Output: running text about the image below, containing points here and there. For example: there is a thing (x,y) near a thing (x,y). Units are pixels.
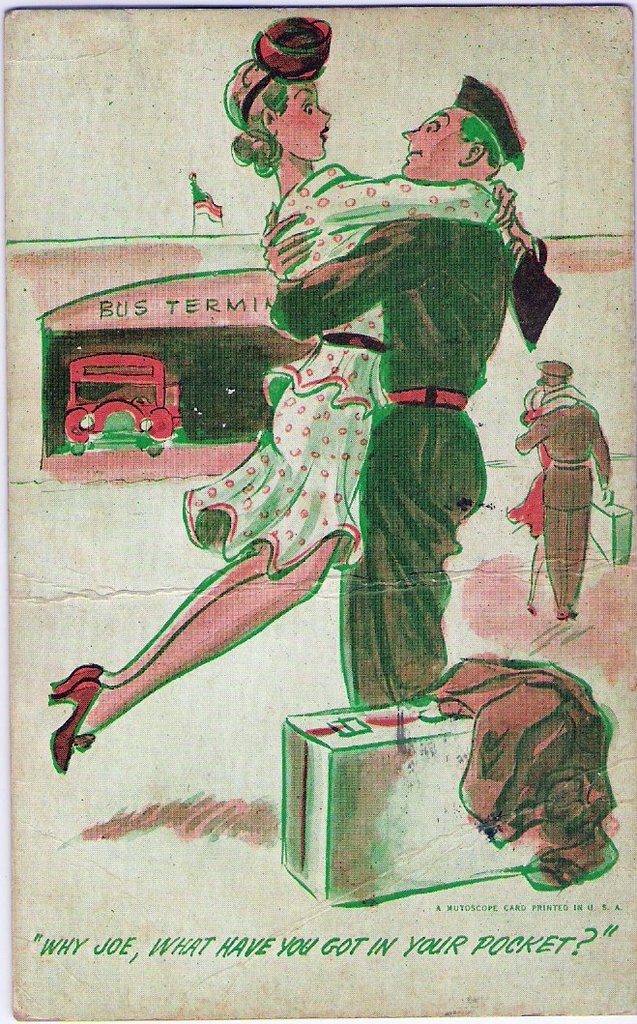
In the picture I can see a painting (240,456) in which we can see a man (443,552) carrying a woman (292,481) wearing white color dress (336,220). Here we can see a suitcase (427,824) on the road (589,621). On the right side of the image (548,545) we can see a man (545,544) and a woman (529,496). In the background (74,403), we can see a red color vehicle (94,405) at the bus terminal (214,284) and we can see a flag (204,217). Here we can see some text (284,940) on the bottom of the image (227,939).
